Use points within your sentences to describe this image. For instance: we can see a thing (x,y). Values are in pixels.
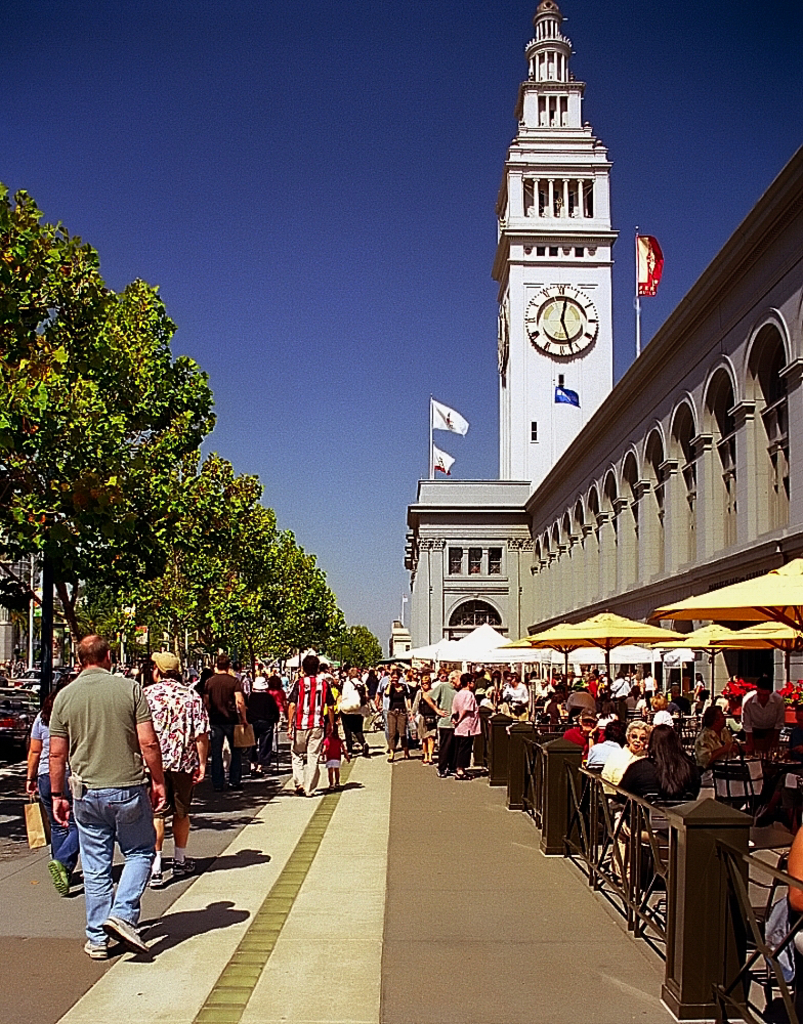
In this image in the center (494,500). There are persons (191,778) standing, walking and sitting. On the right side (611,608) there is a building (514,567) and there are tents (470,643) which are white and yellow in colour and there is a clock tower (566,303), there are flags (441,409). On the left side (108,496) there are trees (192,593).
